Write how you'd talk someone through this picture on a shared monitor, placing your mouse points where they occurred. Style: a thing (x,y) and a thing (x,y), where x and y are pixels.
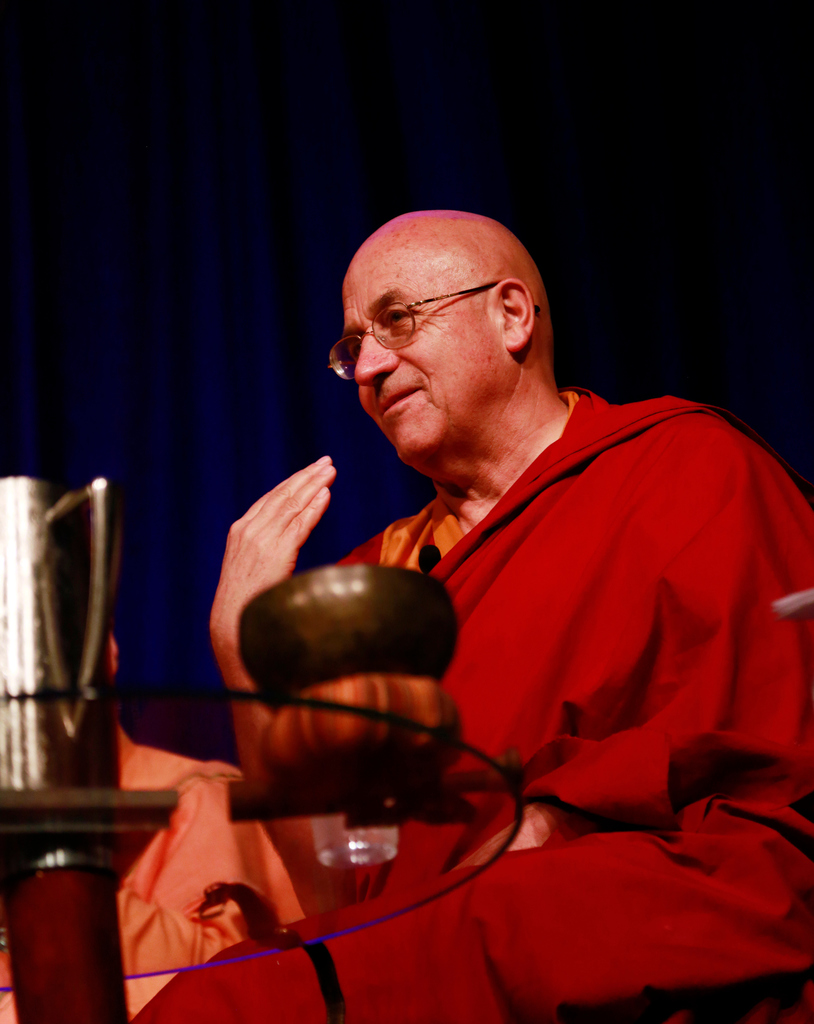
In the center of the image (525,662) we can see two persons (512,562) are sitting and they are in different costumes (262,836). Among them, we can see one person (246,598) is smiling and he is wearing glasses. In front of them, we can see a table (105,907). On the table (106,858), we can see some objects (293,636). On the right side of the image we can see an object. In the background (221,422) there is a curtain (209,323).
